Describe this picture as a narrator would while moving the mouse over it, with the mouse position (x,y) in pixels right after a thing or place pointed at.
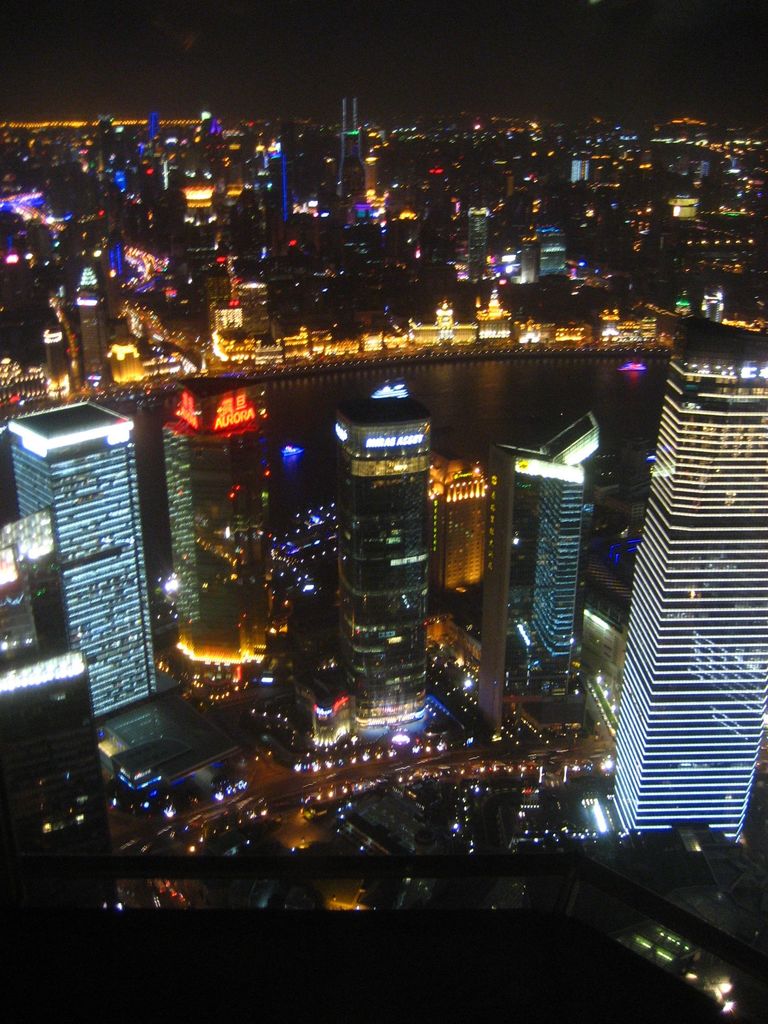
In this image I can see number of buildings (359,571) and lights (214,350) which are orange, blue and red and white in color and I can see the water (488,401) and the sky (432,77).
